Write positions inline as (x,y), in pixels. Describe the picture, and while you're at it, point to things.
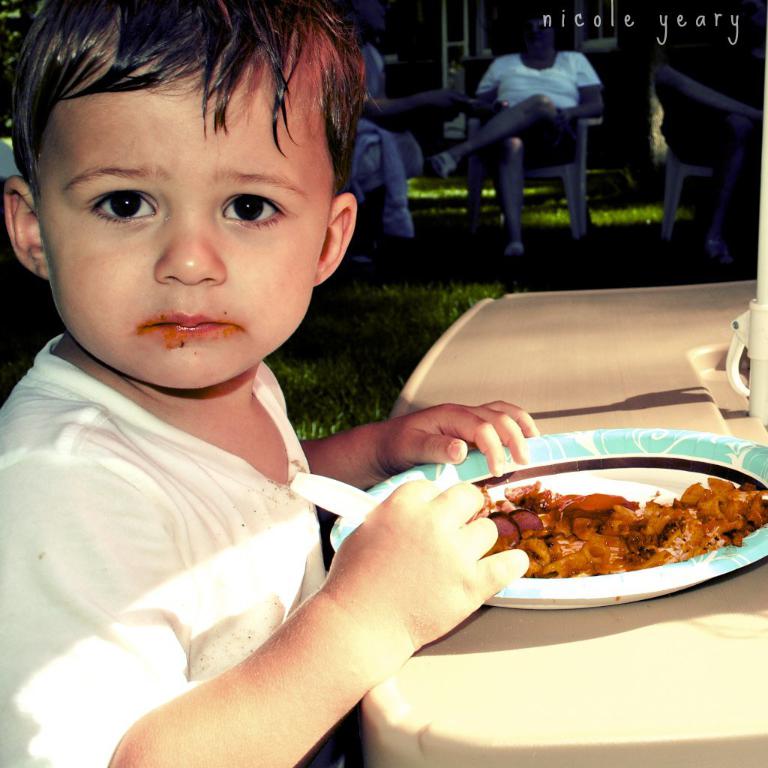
In this image we can see a group of people (562,94) sitting on chairs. One boy (191,530) is holding a spoon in his hand (424,596). On the right side of the image (668,560) we can see food (657,565) placed in a plate (497,549) kept on the table (613,675), we can also see a pole (763,370). In the center of the image (439,298) we can see the grass (471,295). At the top of the image (471,15) we can see building (419,16), trees (19,29) and some text (703,16).
